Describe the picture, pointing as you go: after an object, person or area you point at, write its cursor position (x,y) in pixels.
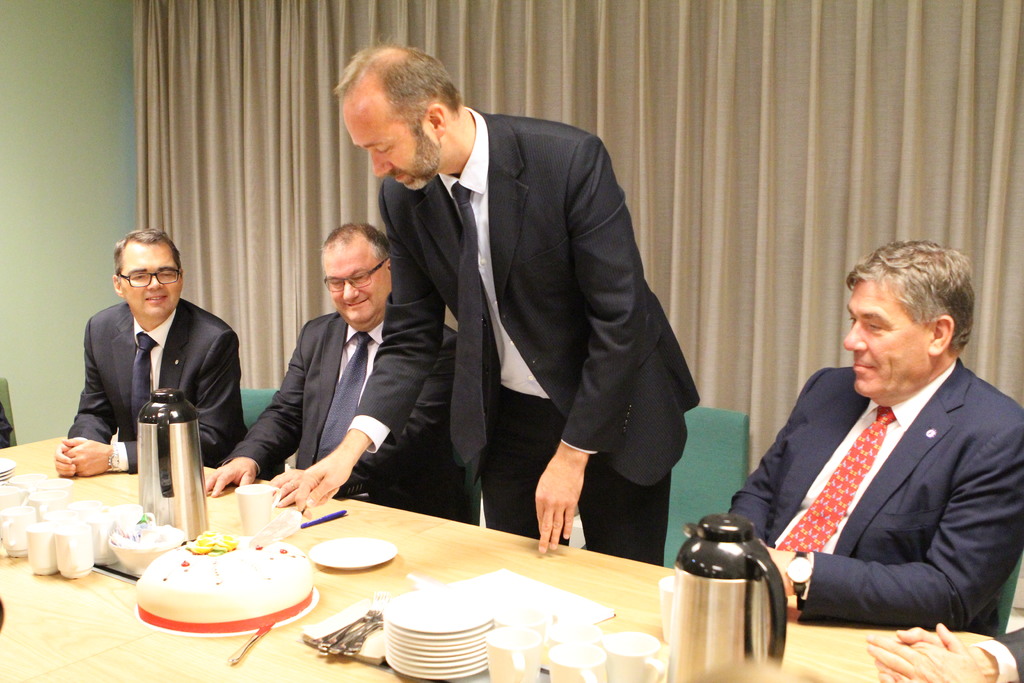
This image is clicked in a room (12,54) where on the top (698,83) there is a curtain (843,118) and there is a table (295,680) in the bottom (313,673). There are chairs (468,465) in the middle (343,334) on which people (923,513) are sitting. On the tables (340,580) there is a cake (227,563), cups (78,537), plates (360,560), kettle (728,657), pen (319,523), paper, spoons (342,637).
